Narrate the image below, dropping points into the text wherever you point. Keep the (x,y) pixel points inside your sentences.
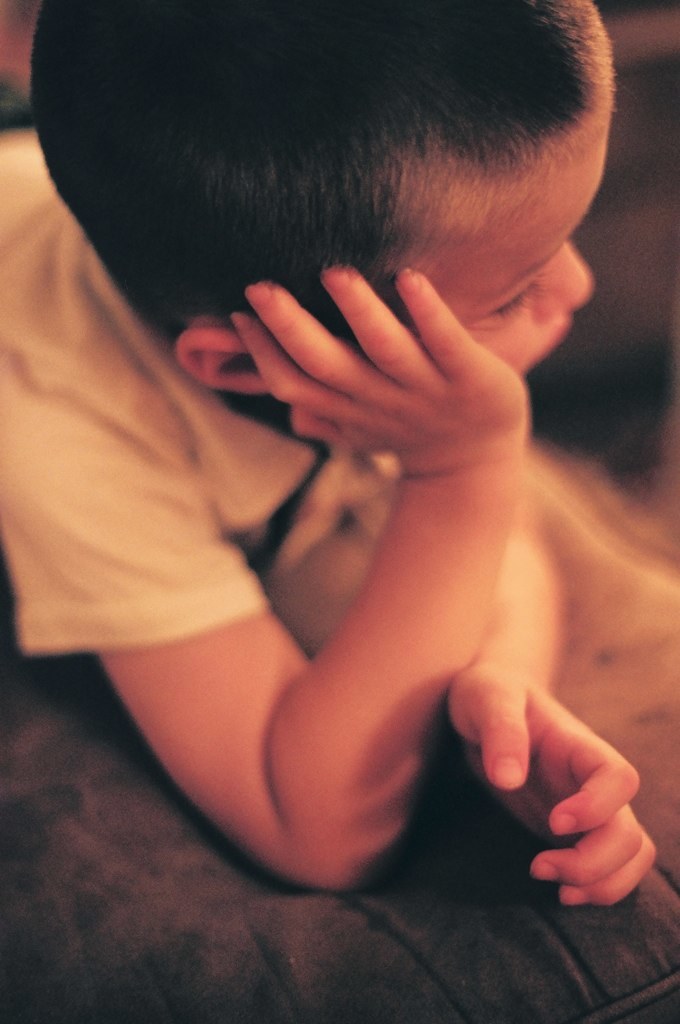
In the image there is a boy (323,453).
